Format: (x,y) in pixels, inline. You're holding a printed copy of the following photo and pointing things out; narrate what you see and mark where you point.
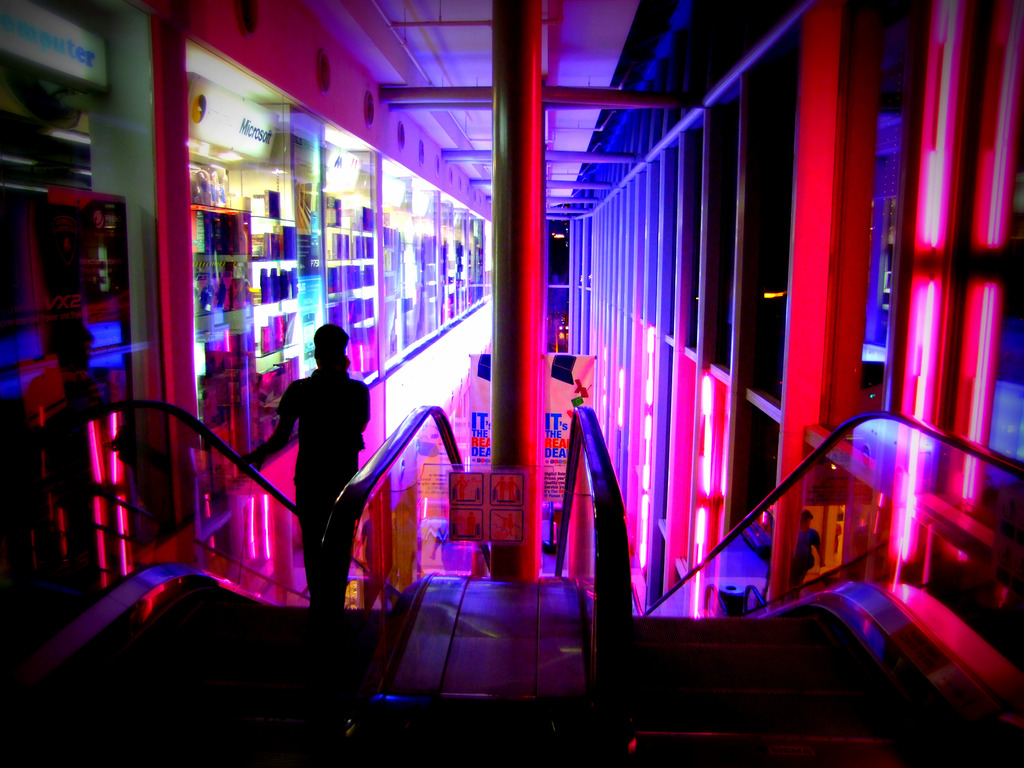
This picture is inside view of a mall (554,253). In the center of the image (520,363) a pillar (522,289) is there. On the left side of the image (215,235) we can see some objects (367,224) are there. A man (325,430) is standing on the escalator (366,539). On the right side of the image (751,244) wall (672,273) is there. At the bottom of the image (506,729) floor (534,735) is there. At the top of the image (547,68) roof (560,100) is present.
